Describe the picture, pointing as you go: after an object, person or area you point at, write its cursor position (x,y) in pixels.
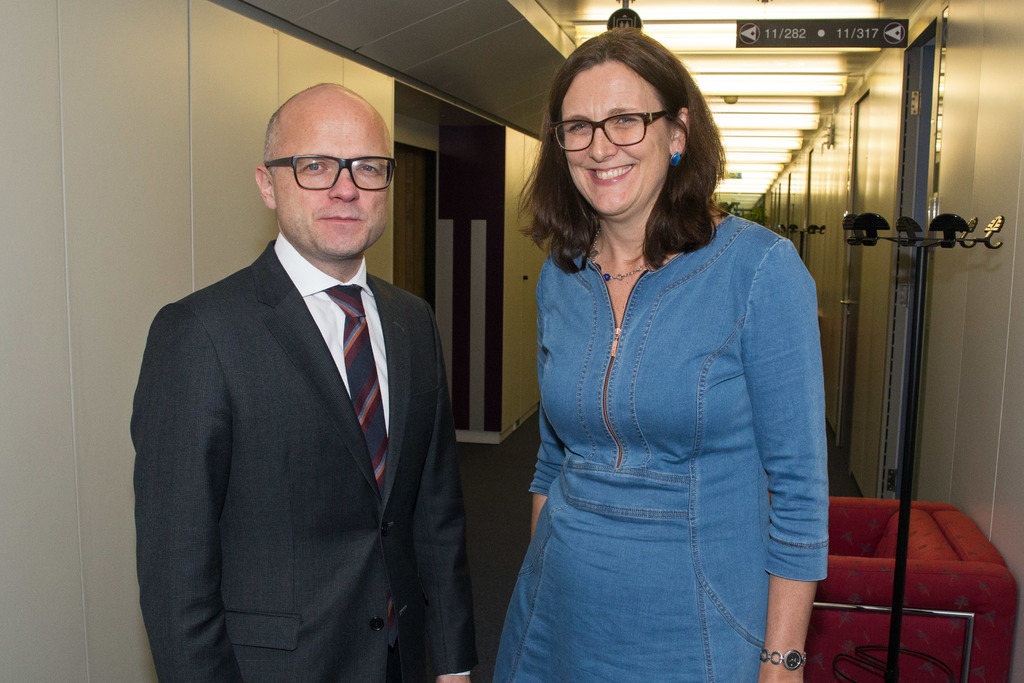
In this image we can see a man (356,229) and a woman (596,406) standing wearing spectacles (631,139). In the background (444,283), we can see the wooden walls (844,133) and lights (711,82).
